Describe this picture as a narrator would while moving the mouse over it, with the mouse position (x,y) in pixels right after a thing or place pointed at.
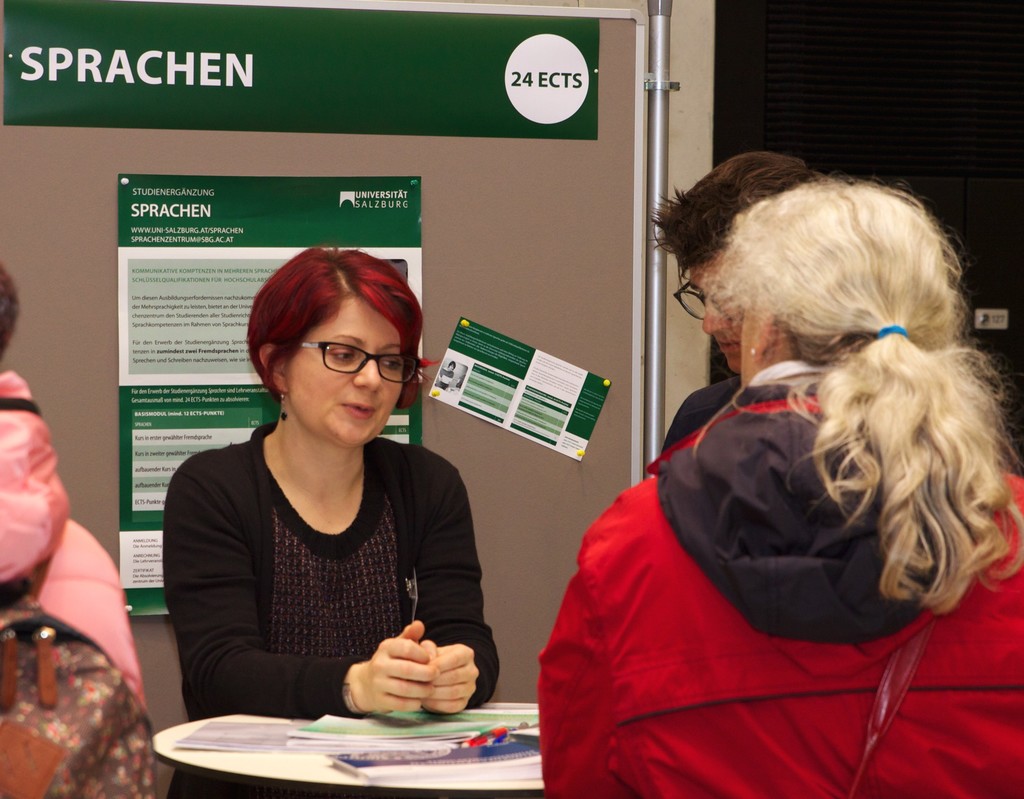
In this image we can see a few people (413,670), there is a table (304,755), on that there are papers (431,736), and a pen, there are posters (112,115) on the board (81,283), there are text (207,311) on the posters (516,121), also we can see the wall (852,164).
